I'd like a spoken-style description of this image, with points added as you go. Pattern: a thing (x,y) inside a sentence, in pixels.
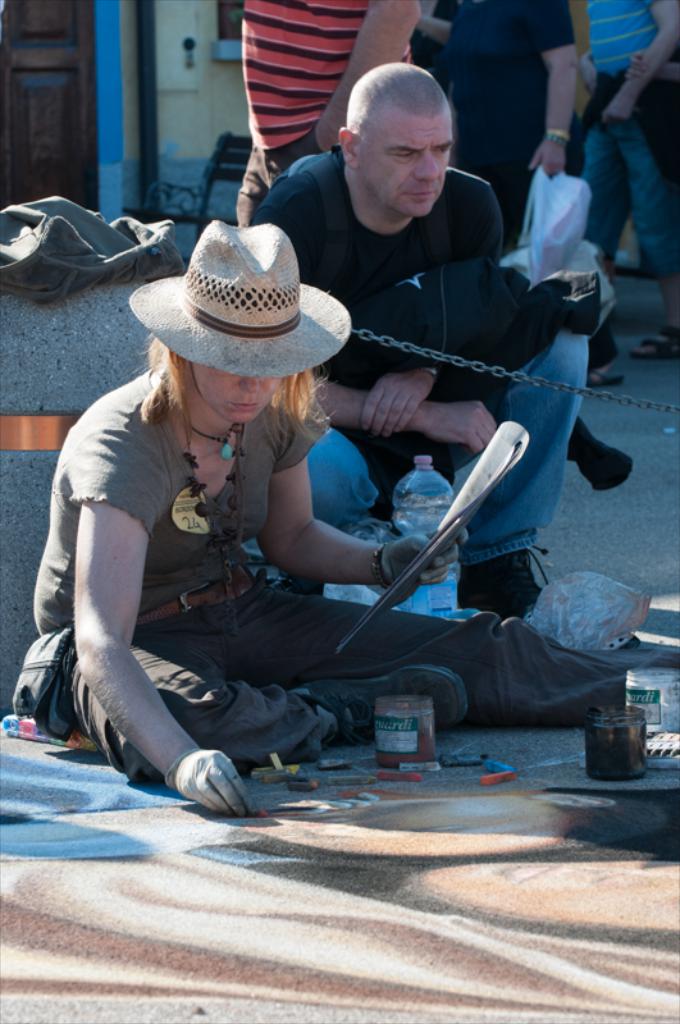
In this image I can see group of people (533,506). In front (130,466) the person (406,560) is sitting and holding some object (413,568) and the person (76,458) is wearing brown color dress (106,496). Background (191,156) I can see the chair (215,167), the door (47,79) and the wall (219,88) is in cream and blue color.
